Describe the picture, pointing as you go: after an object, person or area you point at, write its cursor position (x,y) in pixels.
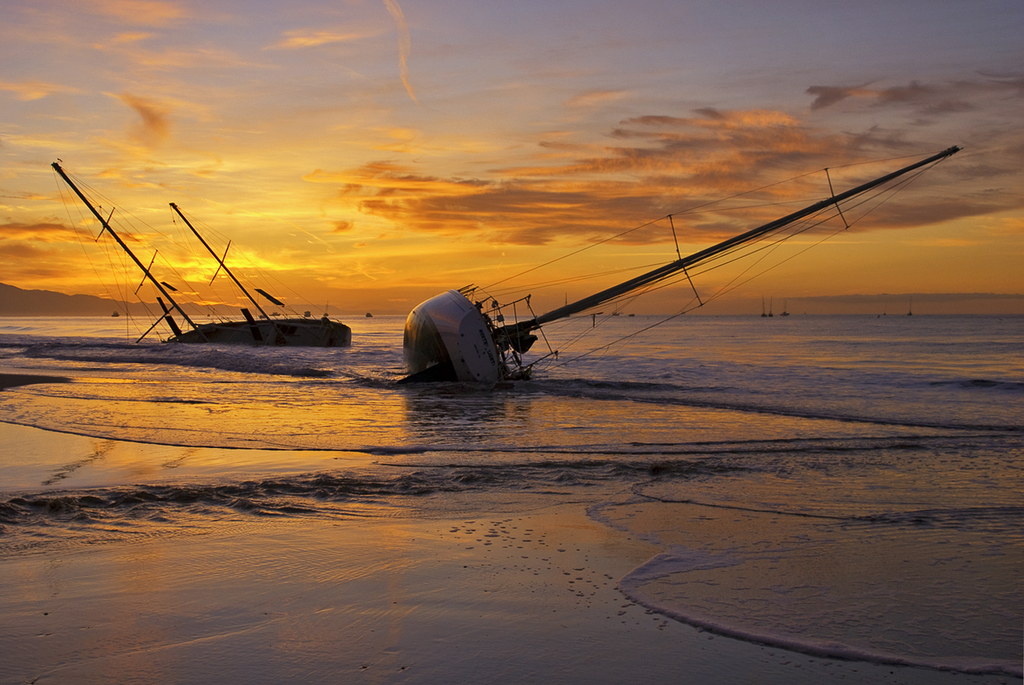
In this image we can see some boats (406,351) on the ocean (304,363), two of them are tilted, also we can see the cloudy sky (416,194).
